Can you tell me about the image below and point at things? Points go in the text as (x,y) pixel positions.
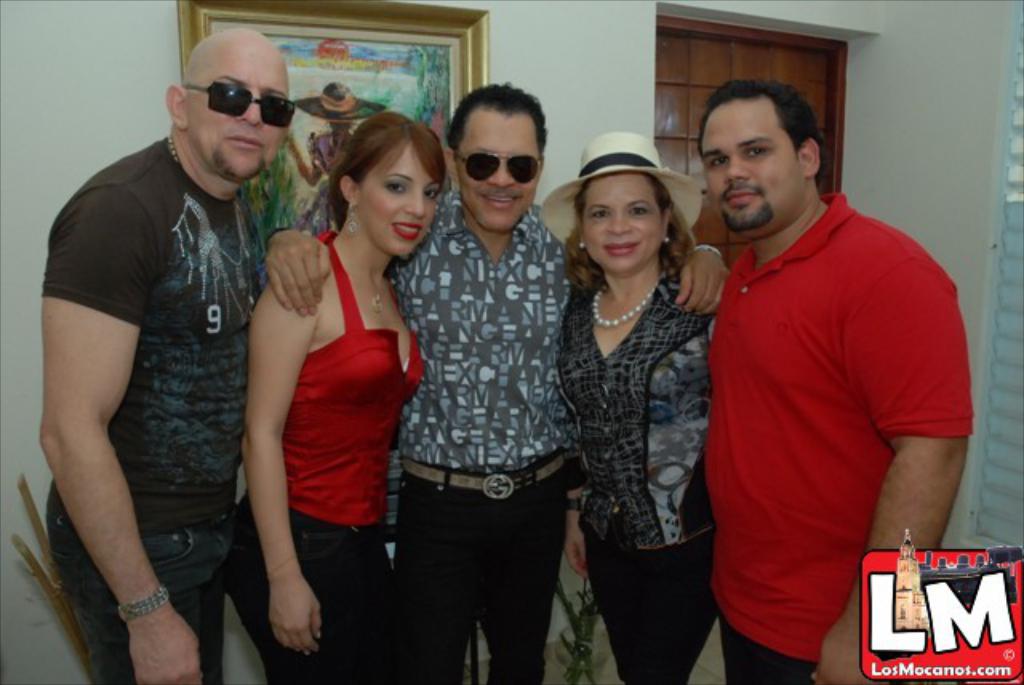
In this image we can see people (629,480) standing on the floor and smiling. In the background (294,179) there are window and a wall hanging (329,63) attached to the wall (594,76).
